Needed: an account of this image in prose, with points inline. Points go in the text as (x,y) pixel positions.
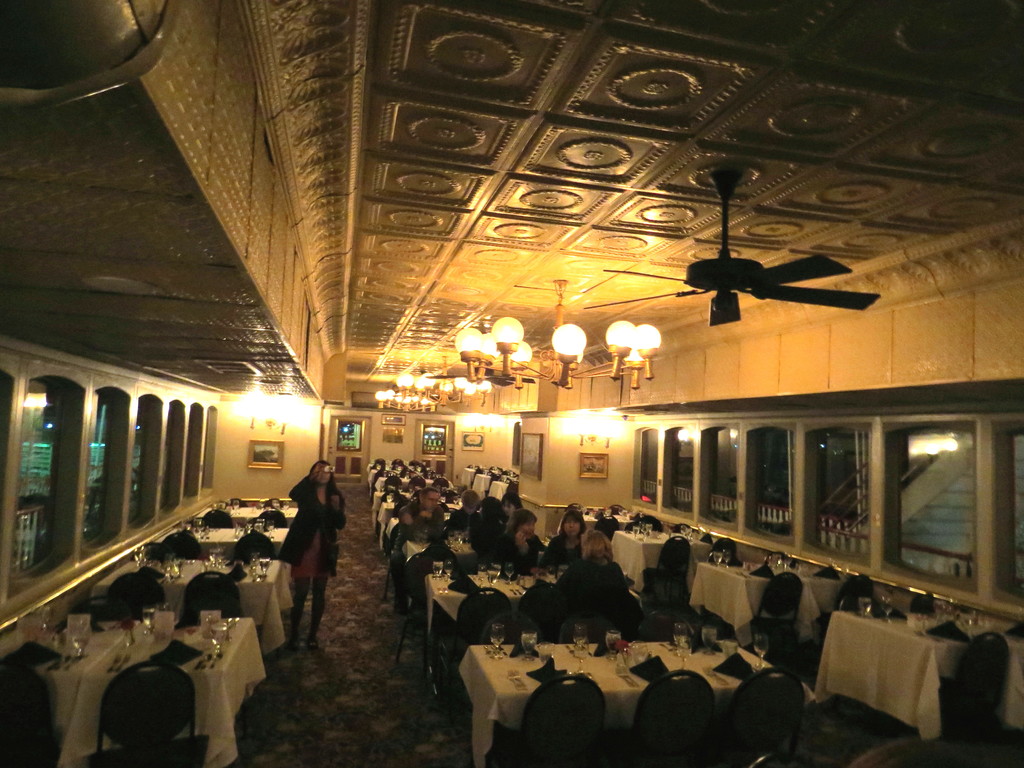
In this image we can see few people (587,580) are sitting on the chairs (428,553) near the tables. There are chandeliers (555,338), ceiling fan (720,293), photo frames (282,467) on the wall (315,437) and glass windows (851,481).
